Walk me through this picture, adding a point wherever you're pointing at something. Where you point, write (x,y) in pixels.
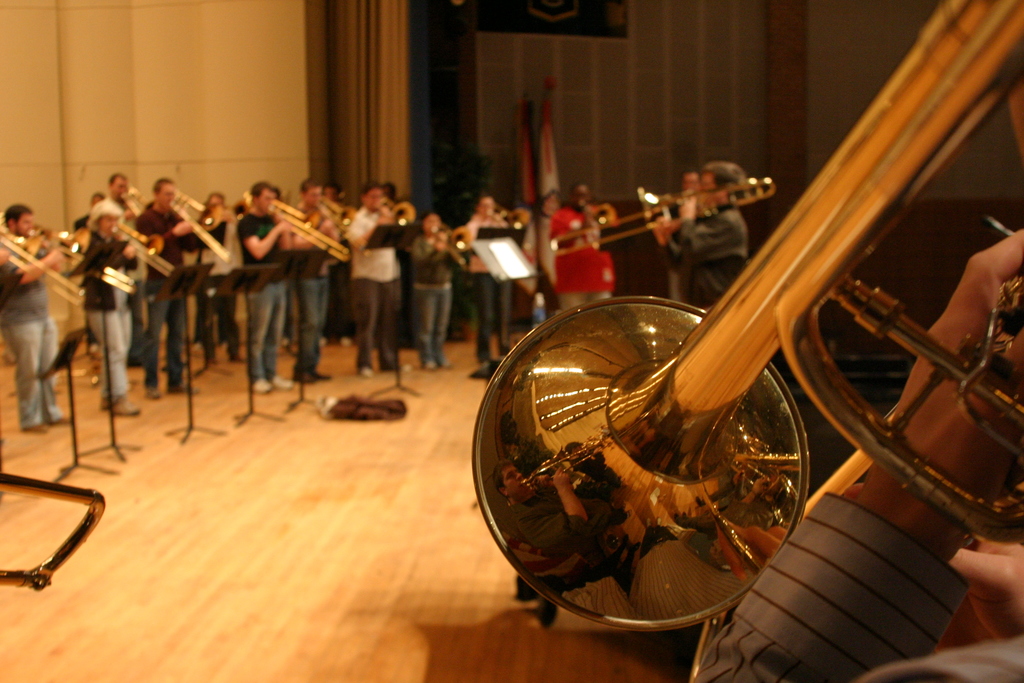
In this image we can see a few people (395,278) playing musical instruments (34,253), there are some stands (399,365), papers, also we can see the wall (562,136), and curtains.
